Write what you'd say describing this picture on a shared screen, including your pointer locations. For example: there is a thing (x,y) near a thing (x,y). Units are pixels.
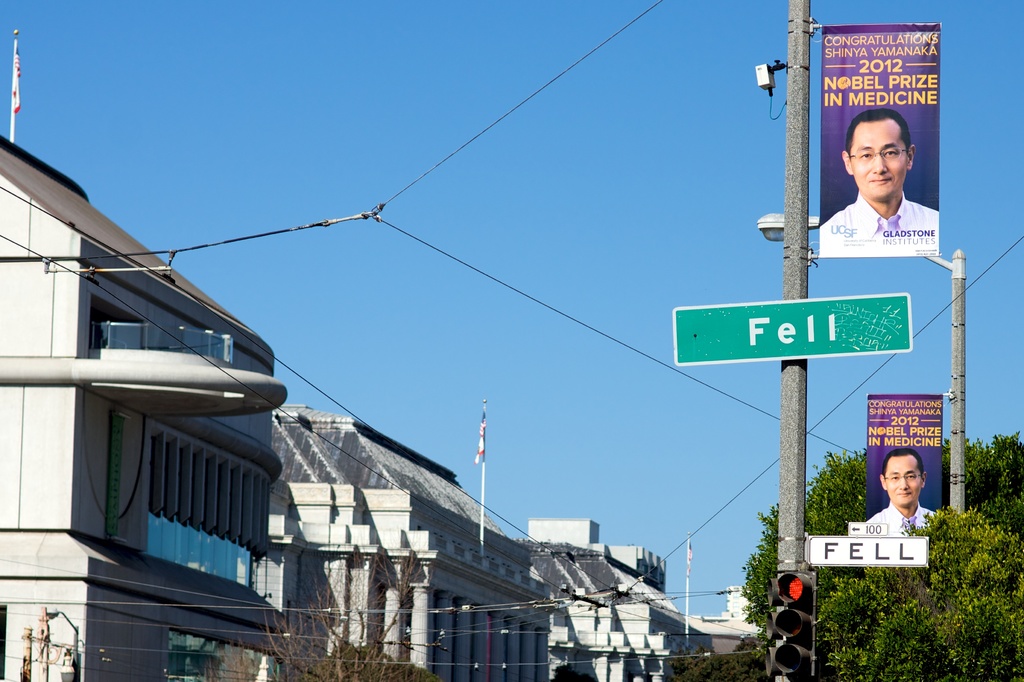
In this image on the right (786,156) on a pole (793,67) there is a banner (853,138). On two board (761,337) "Fell" is written. This is a traffic signal light (789,629). In background (959,488) on another pole (959,408) there is banner (919,427), light (775,221). On the left (179,498) there are many buildings (15,390). On the top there are flags (482,438). in the background (894,627) there are trees (881,627), buildings (597,629). The sky (434,199) is clear.
